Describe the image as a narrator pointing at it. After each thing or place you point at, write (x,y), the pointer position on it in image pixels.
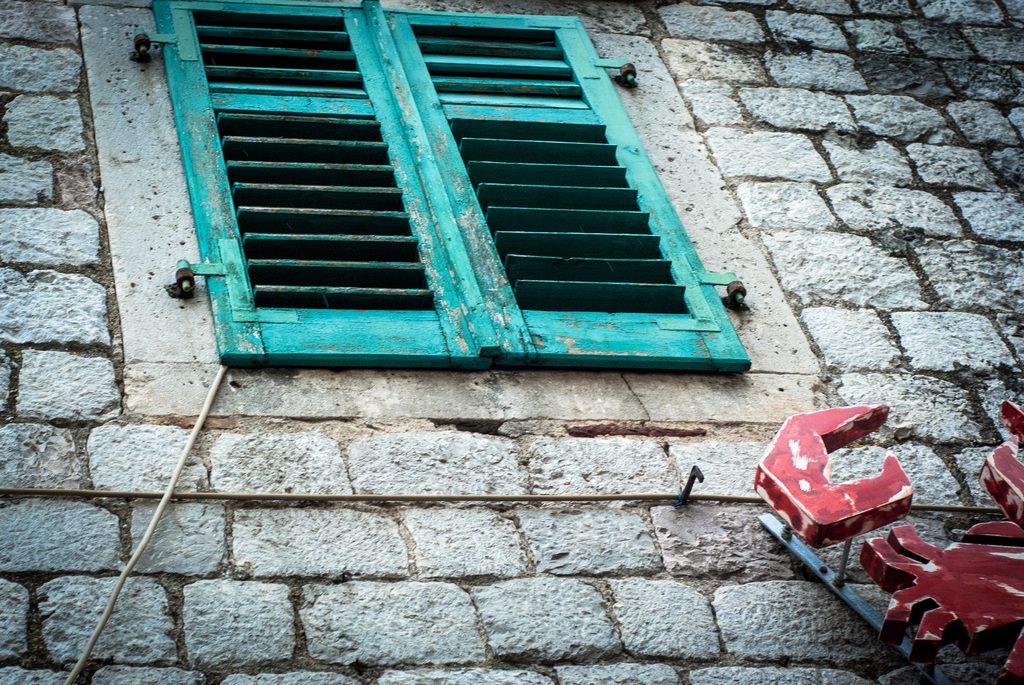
In this image we can see a wall (346,511) made of bricks (936,156), there is a wooden window (439,236) on it, a wire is going through the window (294,261), and we can see an object (902,487) on the wall (905,525).
